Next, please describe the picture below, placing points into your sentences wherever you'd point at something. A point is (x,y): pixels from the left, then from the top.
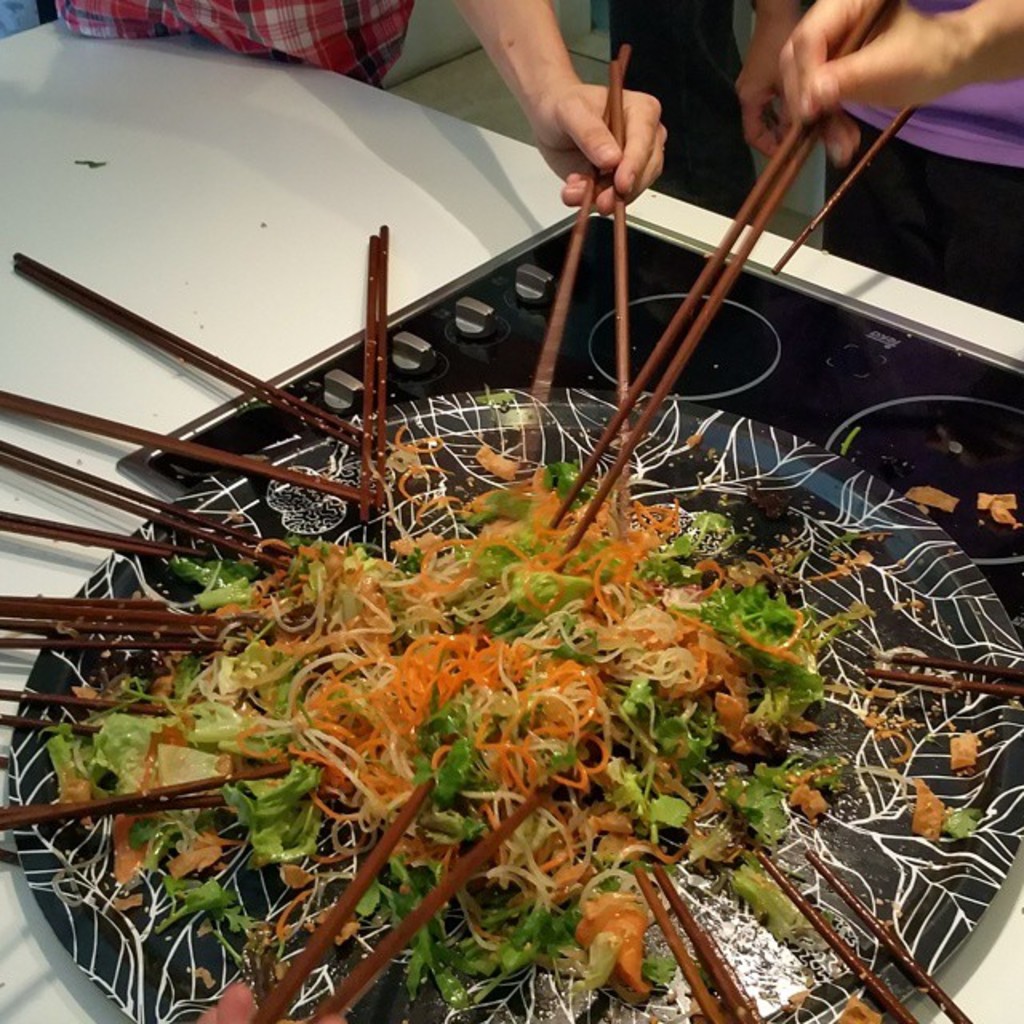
In this picture we can see the noodles (309,715) and vegetables (612,586) are placed in the Plate (634,464) with many chopsticks (29,524). Behind there are two men (884,53), standing and holding the chop stick (687,319) in the hand (910,91).
